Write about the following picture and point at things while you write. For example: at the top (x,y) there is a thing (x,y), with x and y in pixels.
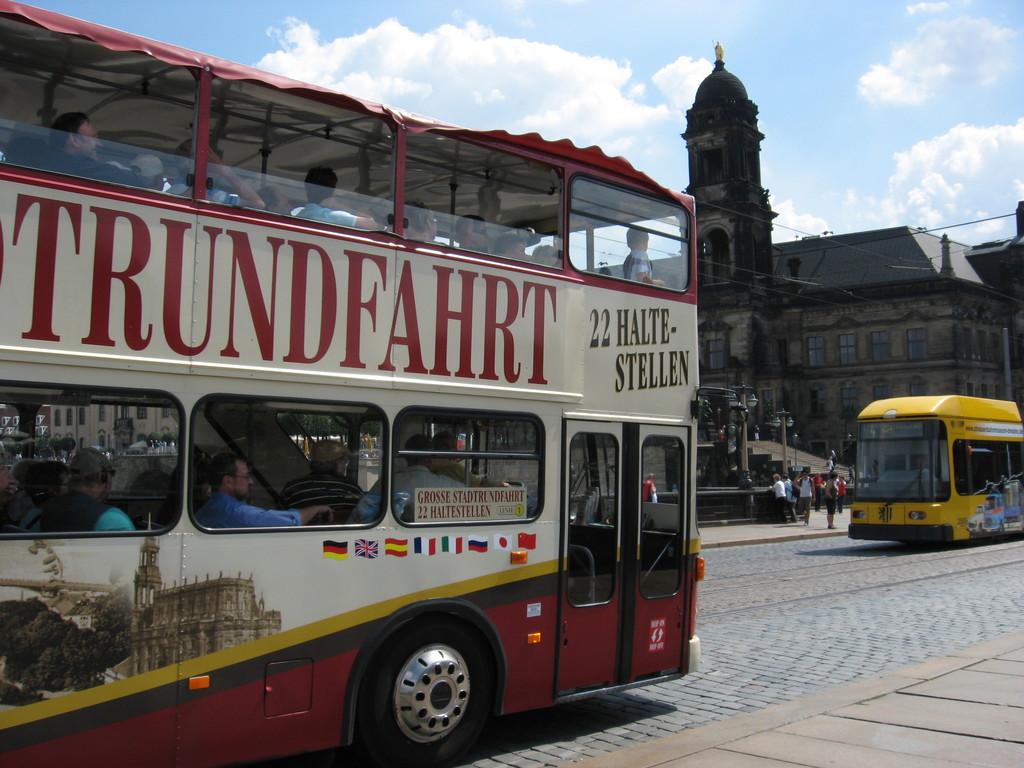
In this image there is the sky (525,44) towards the top of the image (658,37), there are clouds (506,56) in the sky (838,87), there is a building (866,280) towards the right of the image (812,289), there are windows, there are group of persons (808,480) standing, there is a bus (958,416) towards the right of the image (950,457), there is a bus (267,408) towards the left of the image (249,513), there are persons (221,475) sitting in the bus (390,360), there is text (259,311) and number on the bus (477,319).
